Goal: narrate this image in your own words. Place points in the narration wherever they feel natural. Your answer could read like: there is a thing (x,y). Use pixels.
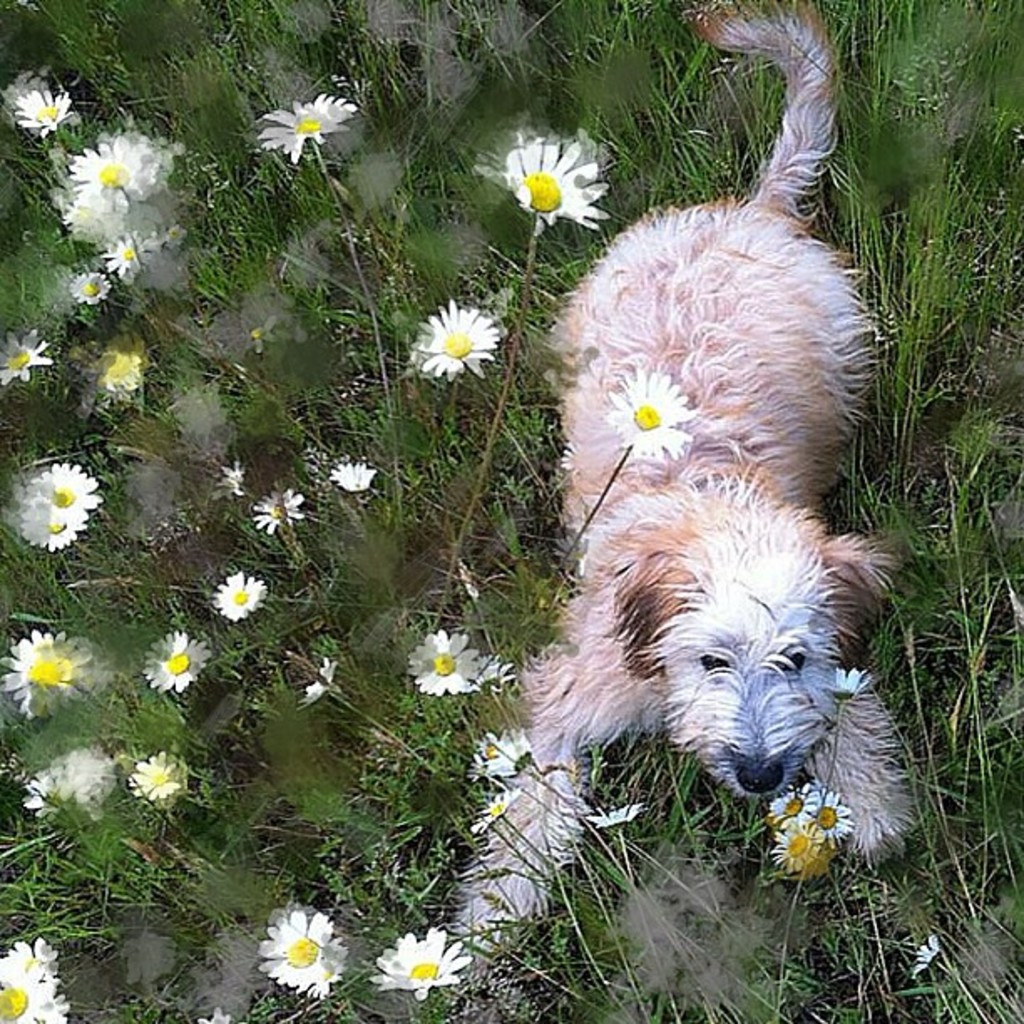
In this image, we can see a dog (786,588) sitting on the grass (378,509), we can see some white color flowers (327,121).
